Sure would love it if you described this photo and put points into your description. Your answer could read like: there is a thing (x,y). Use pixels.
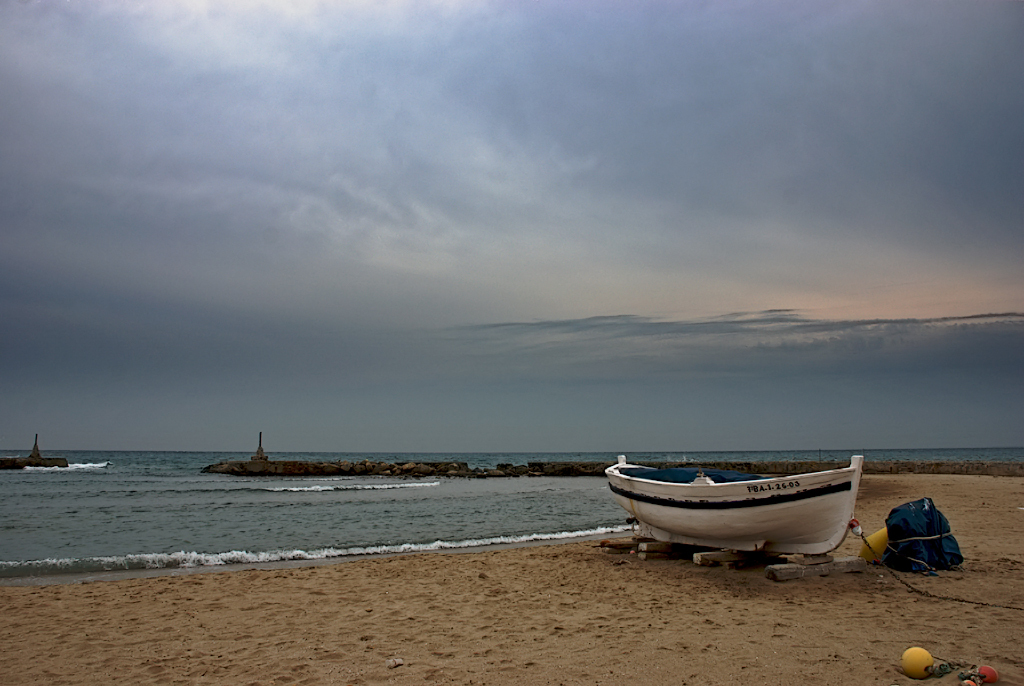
There is a white color boat (713,493) on the sea shore (661,600). It is on wooden logs (768,572). Near to that there is a bag (918,532). In the back (264,497) there is water (216,495), rocks (243,471) and sky (336,313).
